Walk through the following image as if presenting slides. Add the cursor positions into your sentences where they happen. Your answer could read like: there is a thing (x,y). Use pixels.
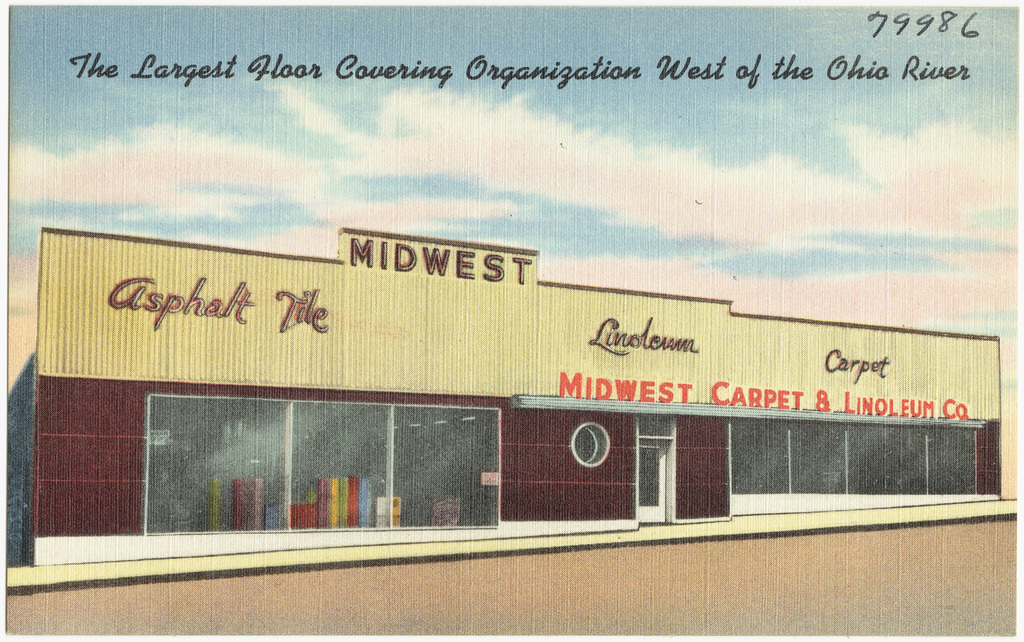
I see this is a depiction image and I see a building (286,364) in front (896,416) on which there is something written and In the background (374,214) I see the sky (433,135) and on the top of this image (81,67) I see the watermark (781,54).
